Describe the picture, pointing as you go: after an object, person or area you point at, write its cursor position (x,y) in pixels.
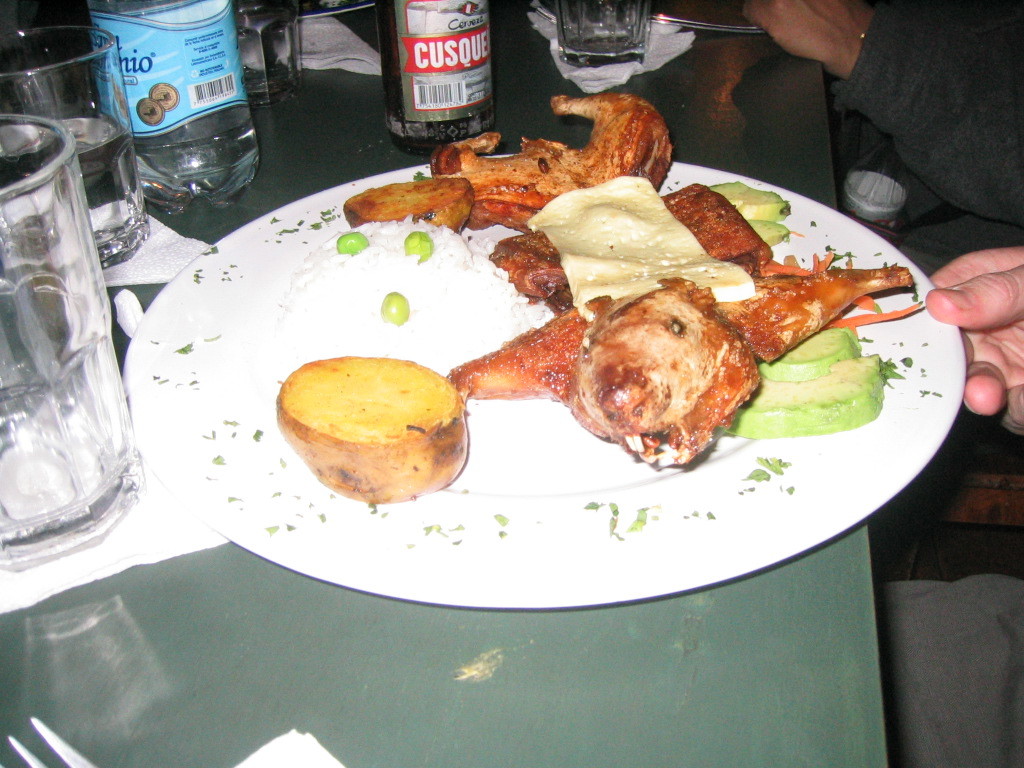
In this image I can see a plate (688,533) with food (419,272), glasses (81,87) and bottles (387,84). One person (1016,364) is holding the plate (630,543).
